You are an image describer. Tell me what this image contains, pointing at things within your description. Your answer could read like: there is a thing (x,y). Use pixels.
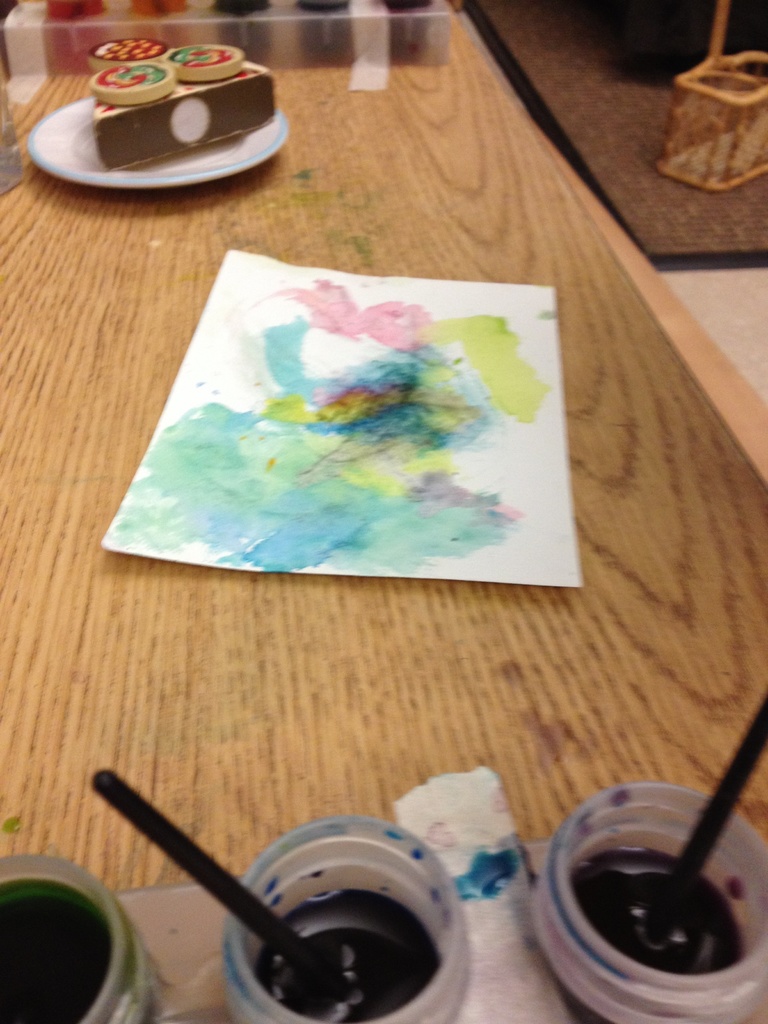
In this image we can see some paint colors (331,905), brushes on the table (404,718), at the middle of the image (311,515) there is paper (283,472) on which there are some paint colors (297,433) are dropped and at the background of the image (231,80) there is some object (399,28).
